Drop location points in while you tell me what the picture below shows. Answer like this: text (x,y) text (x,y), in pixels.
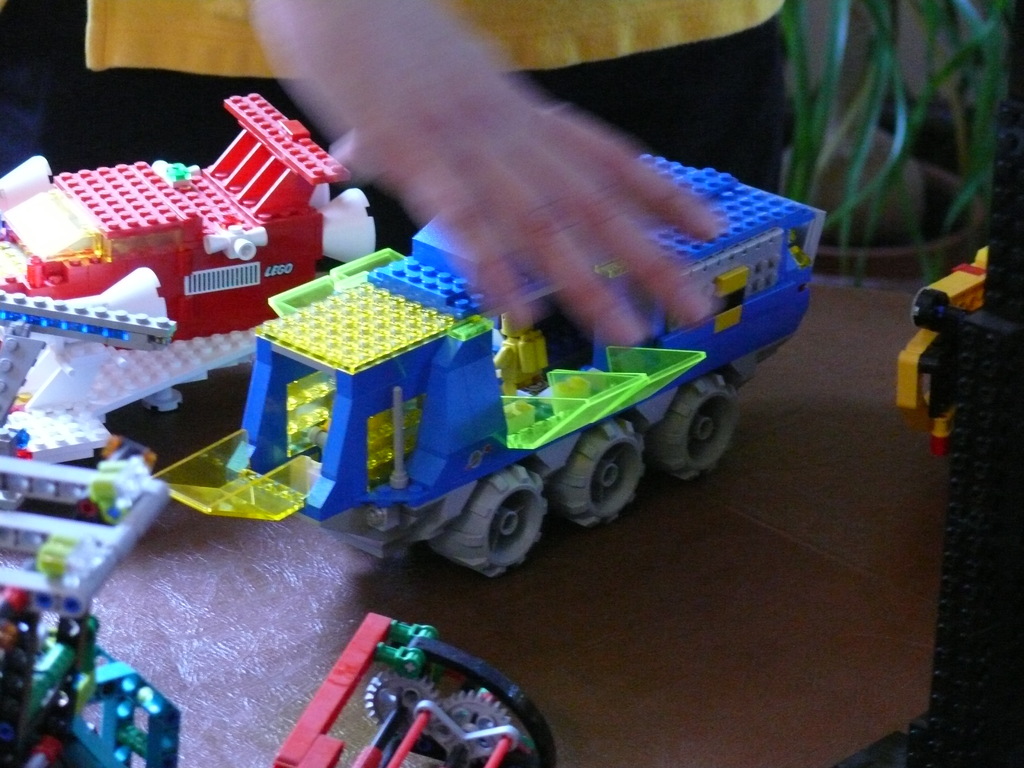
In this image we can see toys (336,470) made with legos (329,738) placed on the table (518,613). In the background (464,171) we can see a person (457,94). On the right (884,235) there is a houseplant (896,188).
